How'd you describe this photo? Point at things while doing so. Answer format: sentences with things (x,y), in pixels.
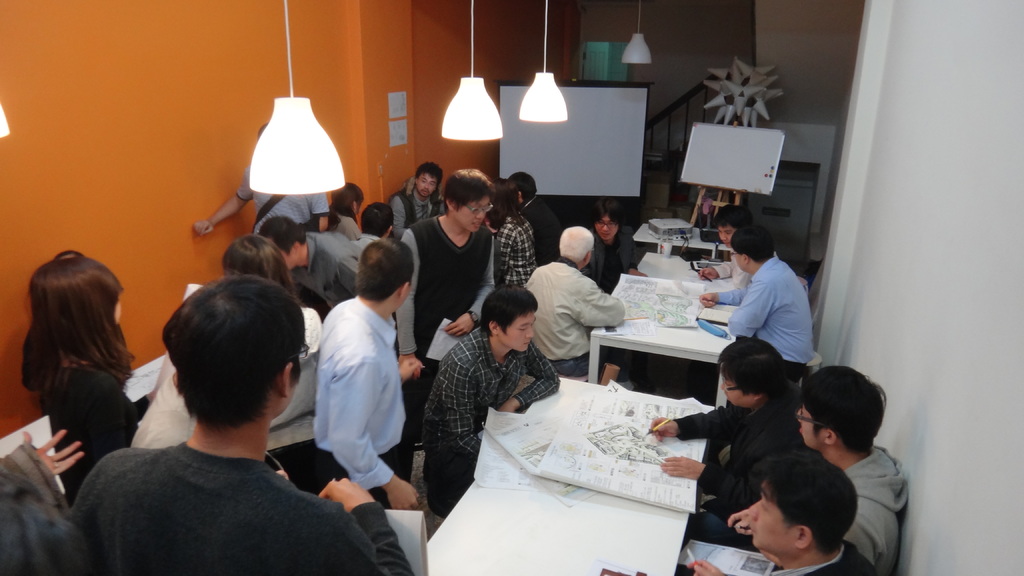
In this picture there are people (242,295) standing holding some papers (402,520) in the hands (400,480) and there are some people (688,465) sitting on the right side (819,483) and explaining from chart (630,467).
